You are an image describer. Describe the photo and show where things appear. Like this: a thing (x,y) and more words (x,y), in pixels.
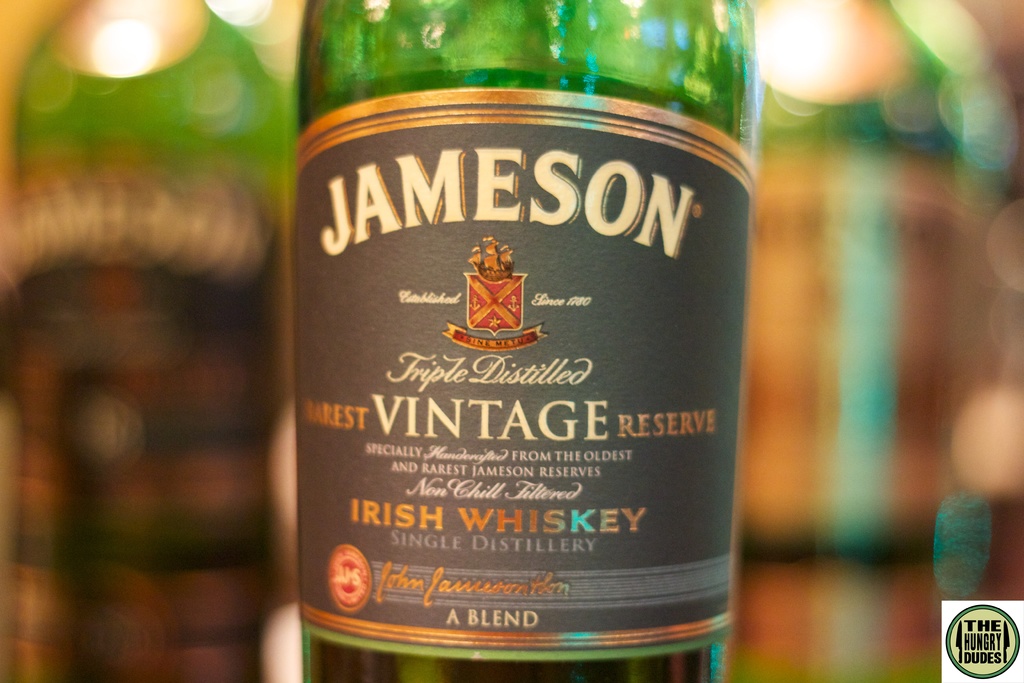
In this image I can see a whiskey bottle (516,142) with green color and a sticker (561,271) with grey color is attached to it. On the sticker (543,180) there is a brand name (476,194) called Jameson is written on it. In the back (865,253) it is blurry.
